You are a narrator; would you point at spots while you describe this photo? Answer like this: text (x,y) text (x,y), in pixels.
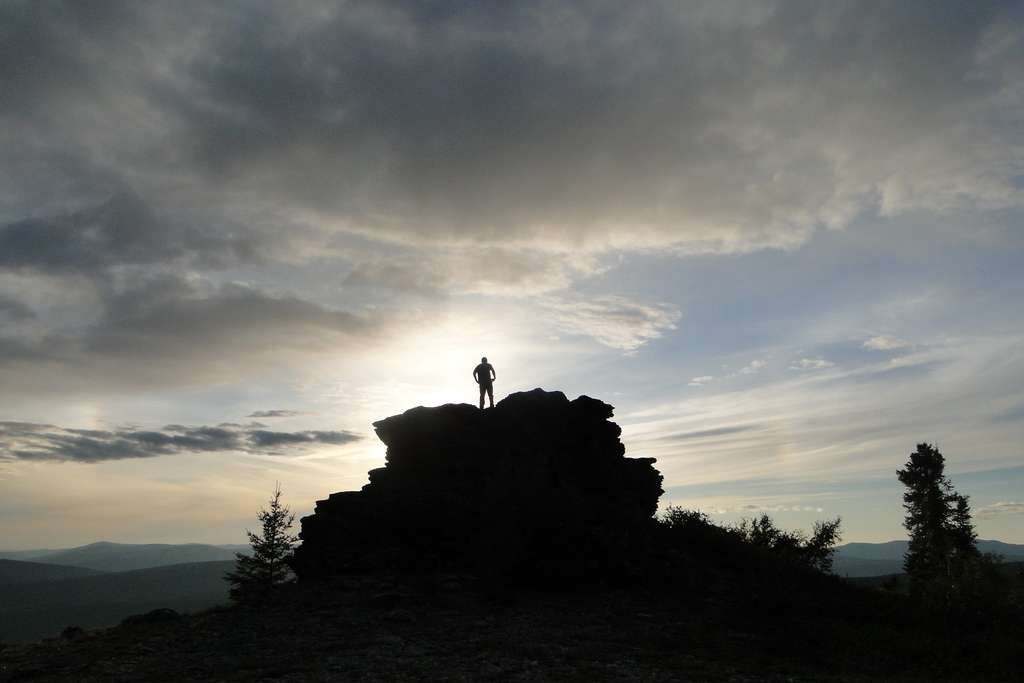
This picture is clicked outside. In the center (491,388) we can see a person (492,380) standing on an object (503,505) seems to be the rock (510,588) and we can see the trees (264,562). In the background (716,317) we can see the sky (437,250) which is full of clouds (185,433) and we can see some other objects (193,595).
